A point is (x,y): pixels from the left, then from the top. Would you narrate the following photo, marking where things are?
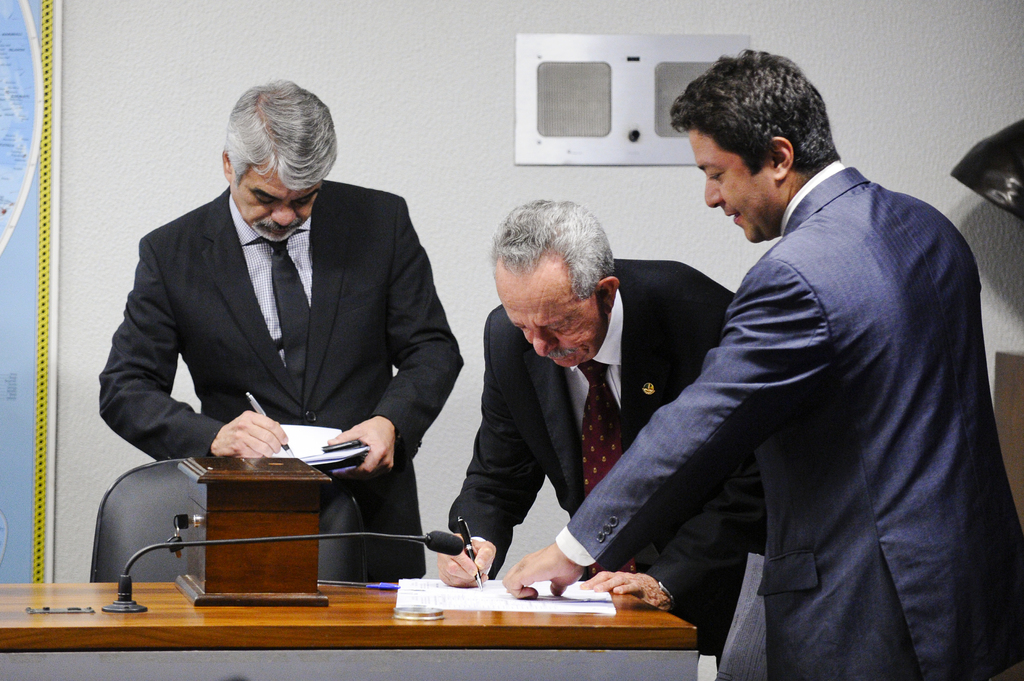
There are three members (567,401) in this picture. The guy (536,403) in the middle (536,403) was writing something on the paper (545,595) which was placed on the table (284,624). There is a microphone (409,539) on the table (174,612). In a background (289,51) there is a wall (383,64).
